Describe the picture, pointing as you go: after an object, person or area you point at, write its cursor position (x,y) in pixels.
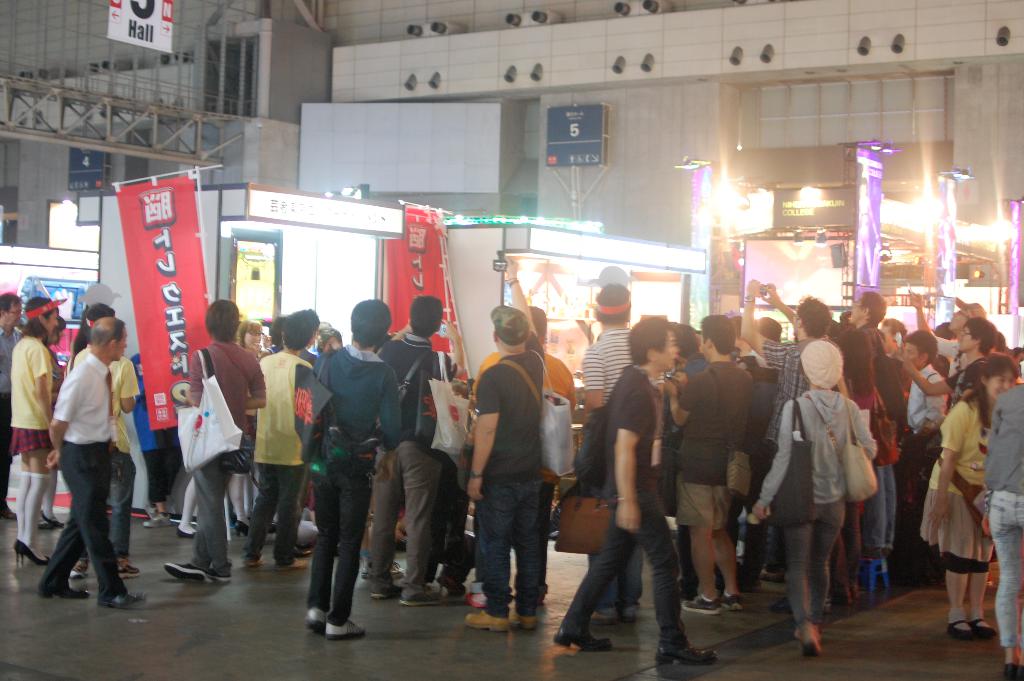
In the foreground (441,483) I can see a crowd (490,393) on the floor (457,634). In the background (769,245) I can see booths (604,250), walls (660,214), boards (474,180), lights (758,207) and metal rods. This image is taken inside a hall (185,61).
